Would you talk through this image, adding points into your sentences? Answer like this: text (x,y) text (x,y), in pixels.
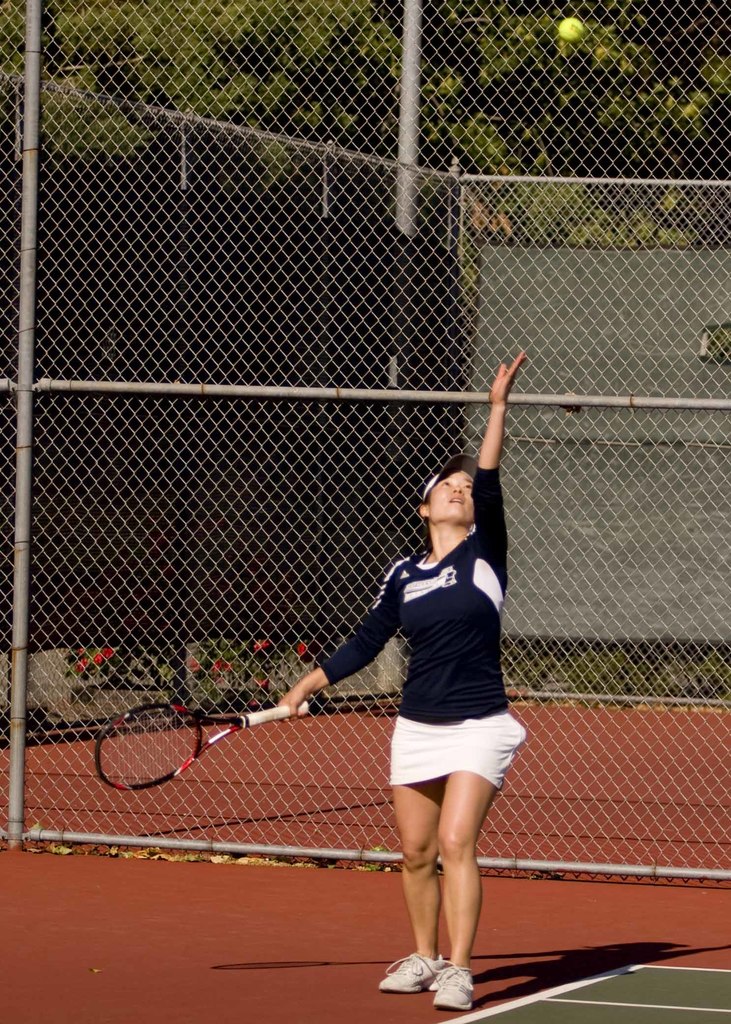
In this image I can see a woman (471,798) is standing and she is holding a racket (260,712). Here I can see a tennis ball (564,27).
